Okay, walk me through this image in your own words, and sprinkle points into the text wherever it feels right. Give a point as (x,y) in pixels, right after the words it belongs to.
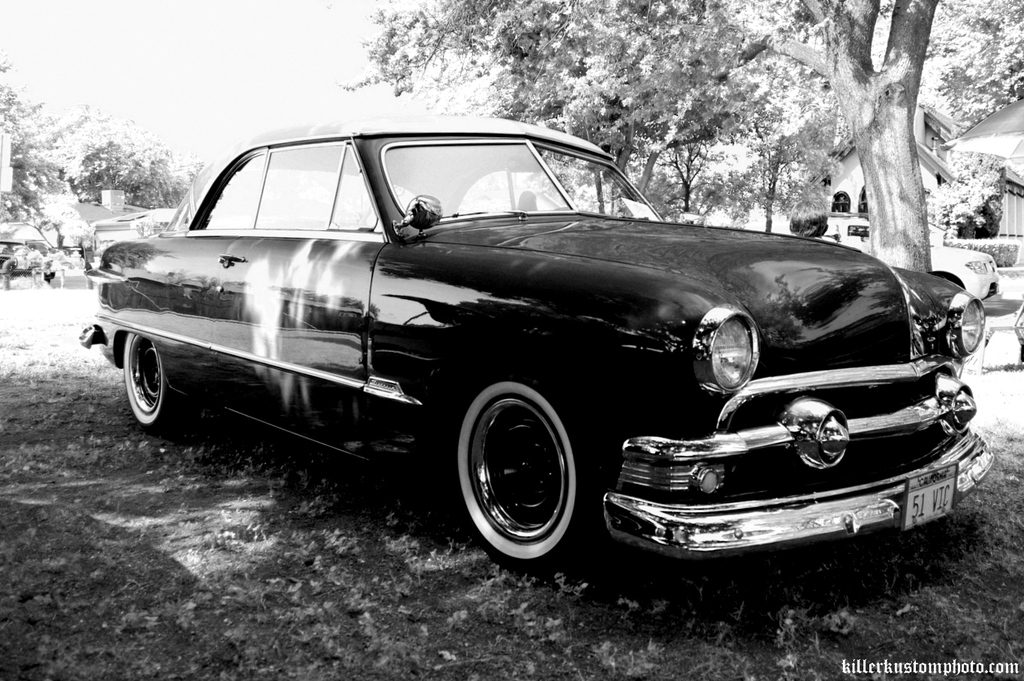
We can see car (414,405) on surface (229,519). On the background (898,160) we can see trees (913,194), house (936,162) and plants (970,248).
